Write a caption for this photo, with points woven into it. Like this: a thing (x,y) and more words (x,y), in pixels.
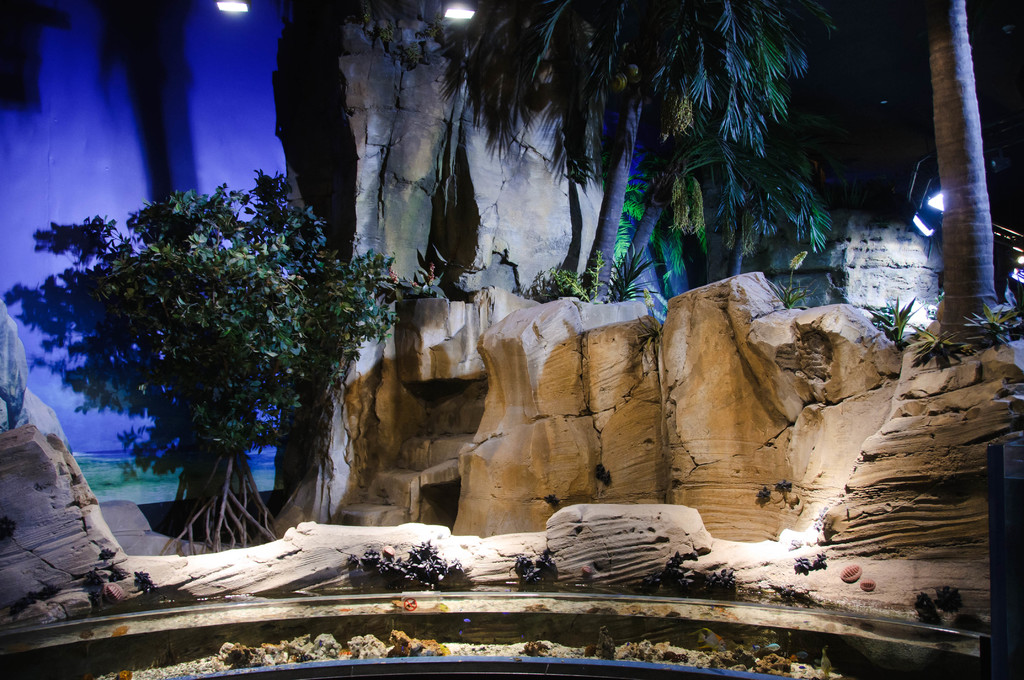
In this image, I can see the rocks (616,529). These are the trees (254,366) with branches (640,214) and leaves (224,394). I can see the small plants (548,576). At the top of the image (445,15), I can see the lights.
